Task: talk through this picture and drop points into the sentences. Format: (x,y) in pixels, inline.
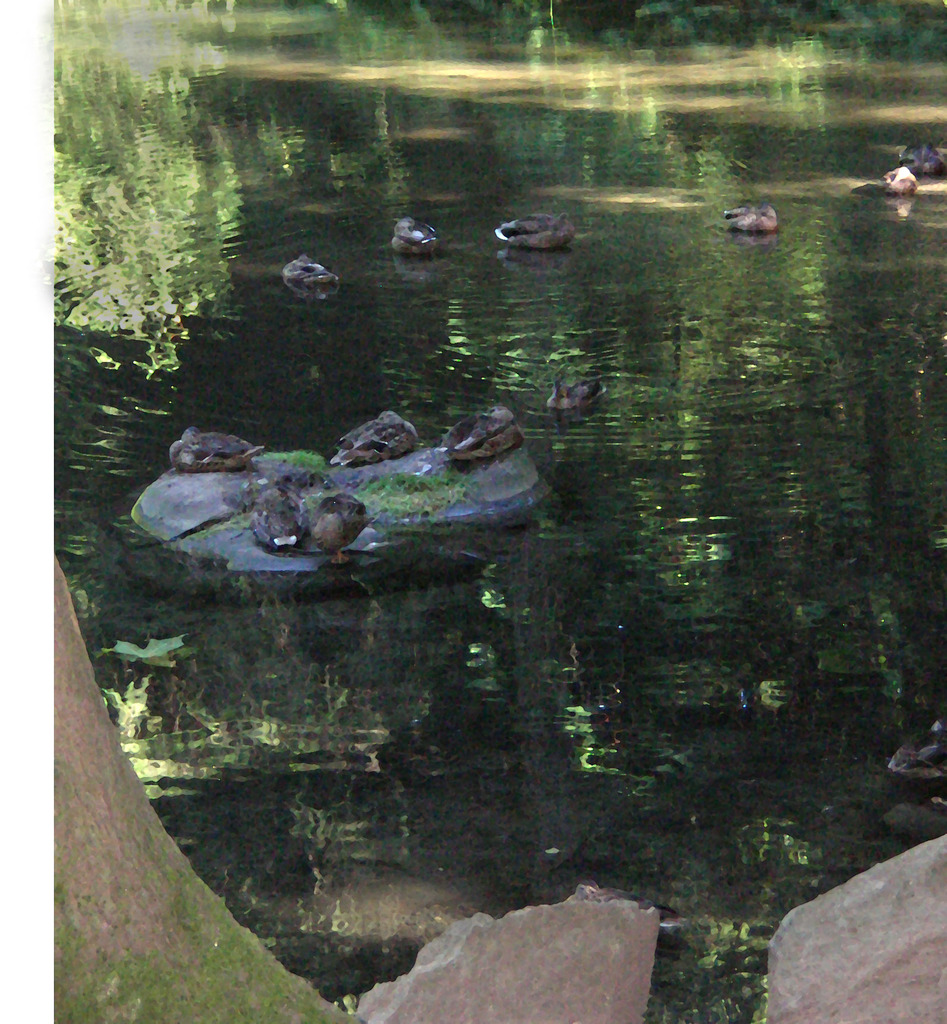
In the image we can see there are ducks (926,150) swimming in the water (391,397) and other ducks (264,519) are sitting on the rock (434,460).
